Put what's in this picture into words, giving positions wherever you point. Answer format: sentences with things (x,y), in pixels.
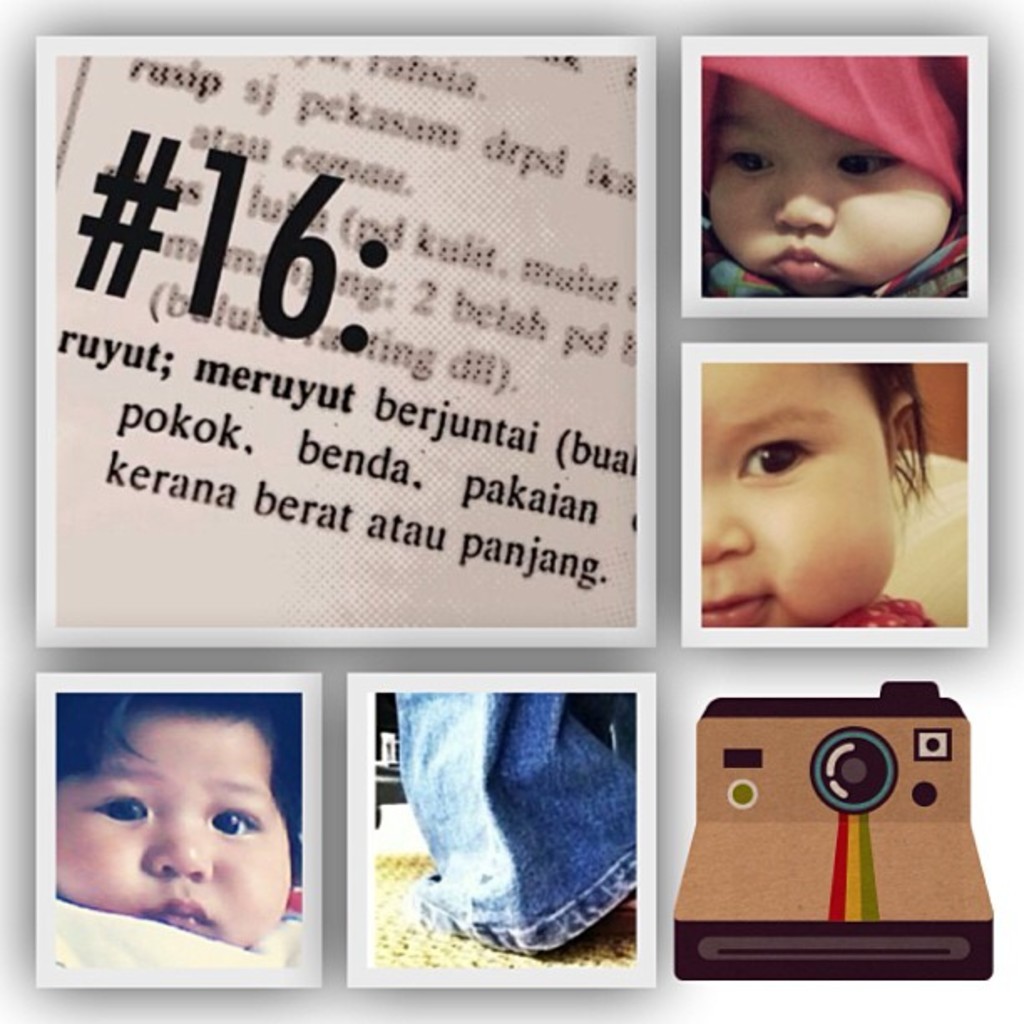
This picture is collage of five different pictures. In the first picture there is some text (401,298). In the second picture there is a kid (207,864). In the third picture there is a jeans cloth (519,775). In the fourth picture there is a kid (851,146) in red clothes (852,117). In the fifth picture there is another kid (780,406). At the bottom right (870,823) there is a camera (766,698) which is in cartoon.
